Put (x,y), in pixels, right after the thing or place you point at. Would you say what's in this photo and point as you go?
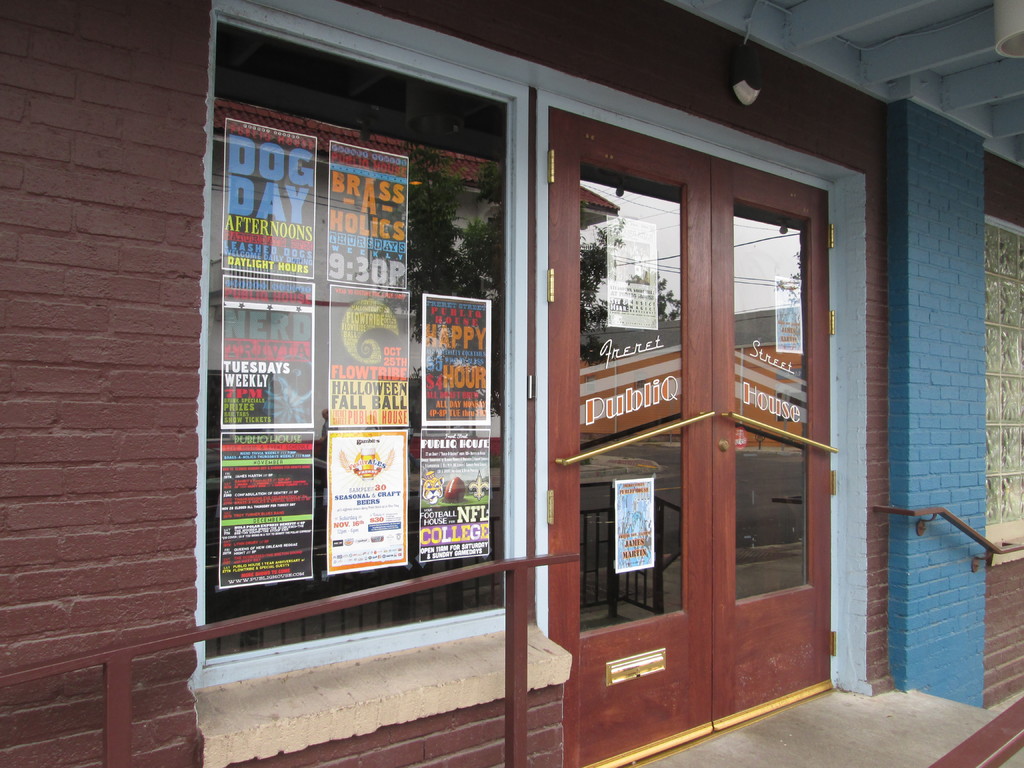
In this image I can see the ground (981,711) and a building (73,291) which is brown and blue in color which is made up of bricks (925,266). I can see the glass doors (597,363) which are brown in color and on the glass (757,543) I can see the reflection (457,266) of few trees (498,277), the road (760,524), a building (749,368) and the sky (771,296).
